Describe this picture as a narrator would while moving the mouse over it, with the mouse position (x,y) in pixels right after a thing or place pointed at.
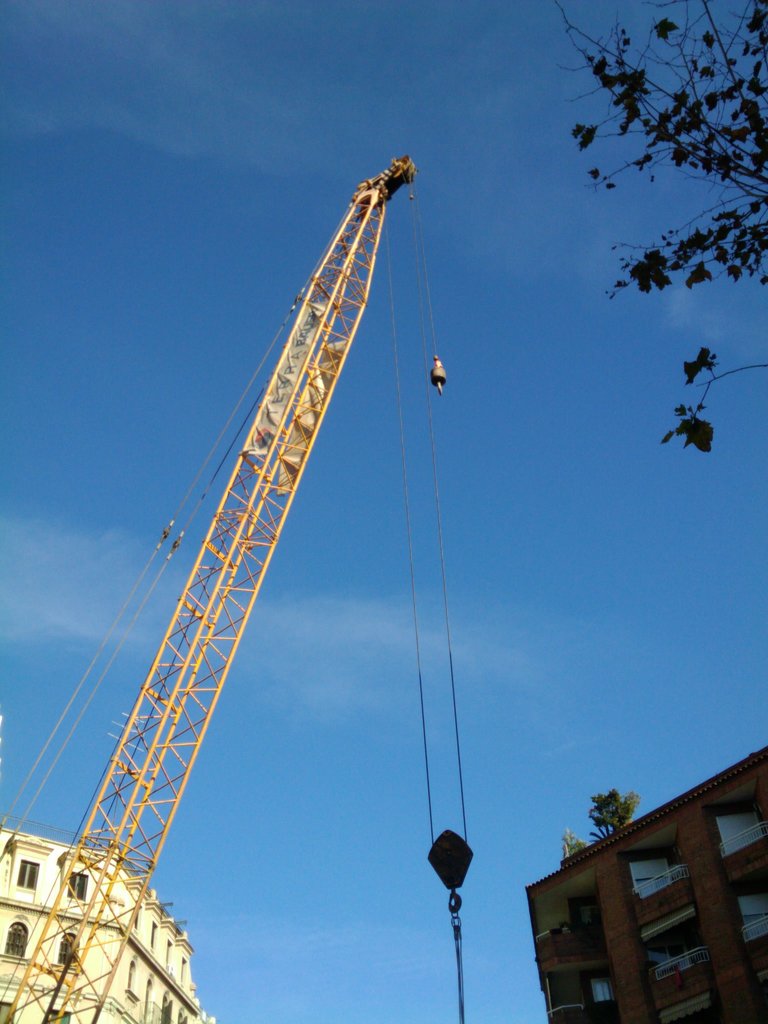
In this image there is a crane (52,975) in the right side (584,930) there is building (734,1002), behind the crane (87,940) there is building (48,986), in the background (84,345) there is blue sky (463,613).
